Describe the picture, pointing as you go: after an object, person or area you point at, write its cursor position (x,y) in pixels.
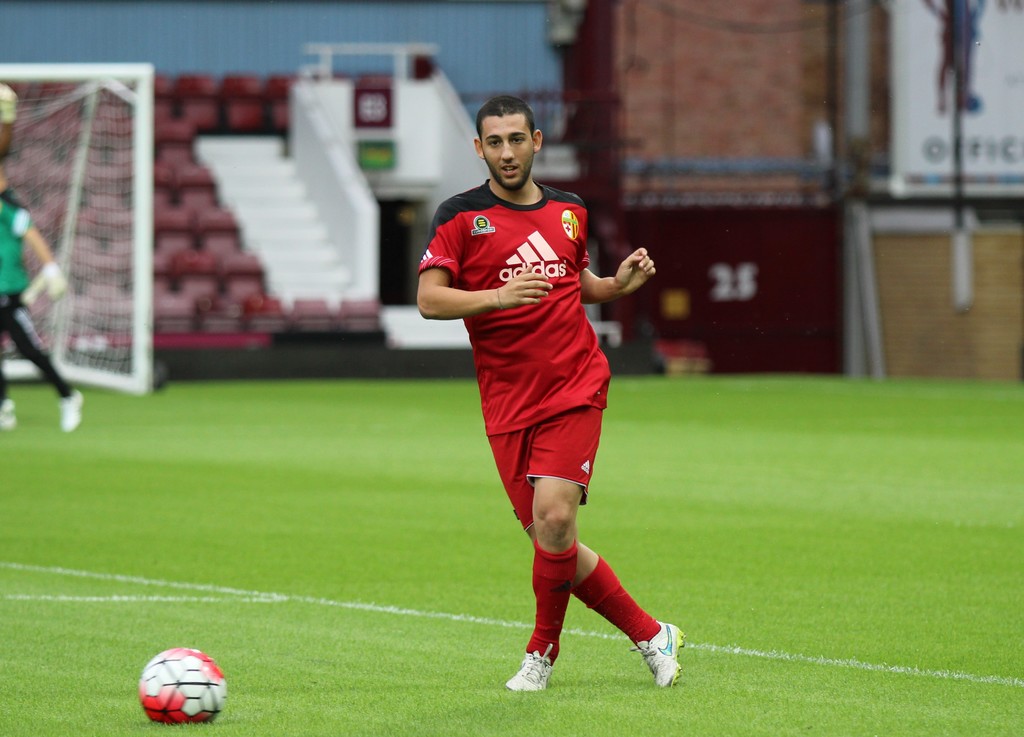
In this picture there is a boy (552,291) wearing red color t-shirt (559,403) and shorts (552,454) playing the foot ball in the ground (461,564). Behind there is a white color goal post (121,271) and some stadium seats (224,222).
